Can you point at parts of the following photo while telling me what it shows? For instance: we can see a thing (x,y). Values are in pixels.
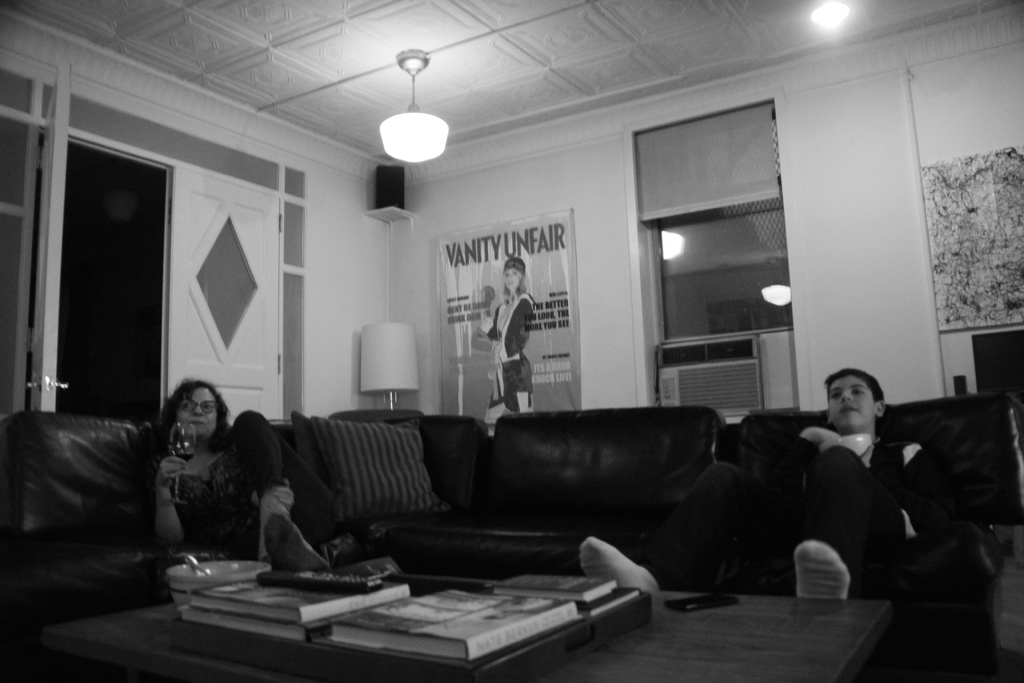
These two persons (842,475) are sitting on the sofa (136,483) and this person (177,471) holding glass (182,457). We can see books (518,598), bowl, remote (356,583), mobile (711,603) on the table (771,621). On the background (701,128) we can see wall (327,357), window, poster (527,364), lamp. On the top (435,139) we can see lights (419,145).
